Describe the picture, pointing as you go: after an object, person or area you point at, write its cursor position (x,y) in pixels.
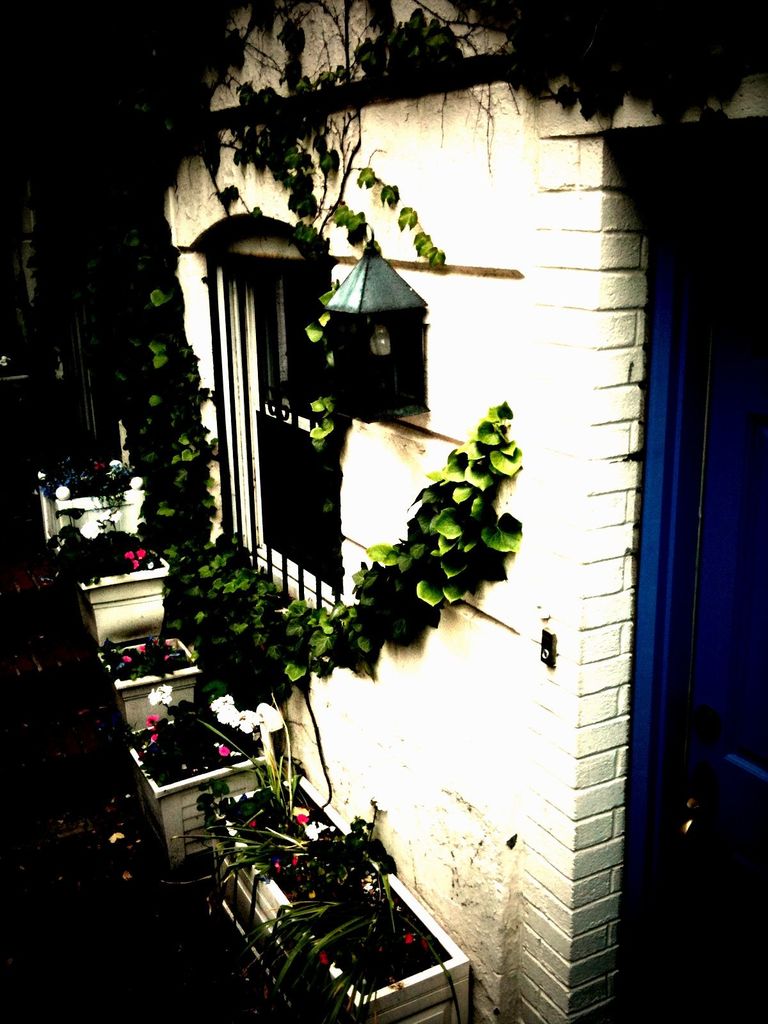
In this image there is a wall (439,436), there is a window (241,354), there is a door (755,682) towards the right of the image (759,690), there are creepers (273,139) on the wall (179,239), there is a light (393,308) on the wall (441,322), there is floor (62,757) towards the bottom of the image (90,821), there are flower pots (151,618) on the floor (83,773), there are plants (357,846), there are flowers (232,700), the background of the image (83,89) is dark.
